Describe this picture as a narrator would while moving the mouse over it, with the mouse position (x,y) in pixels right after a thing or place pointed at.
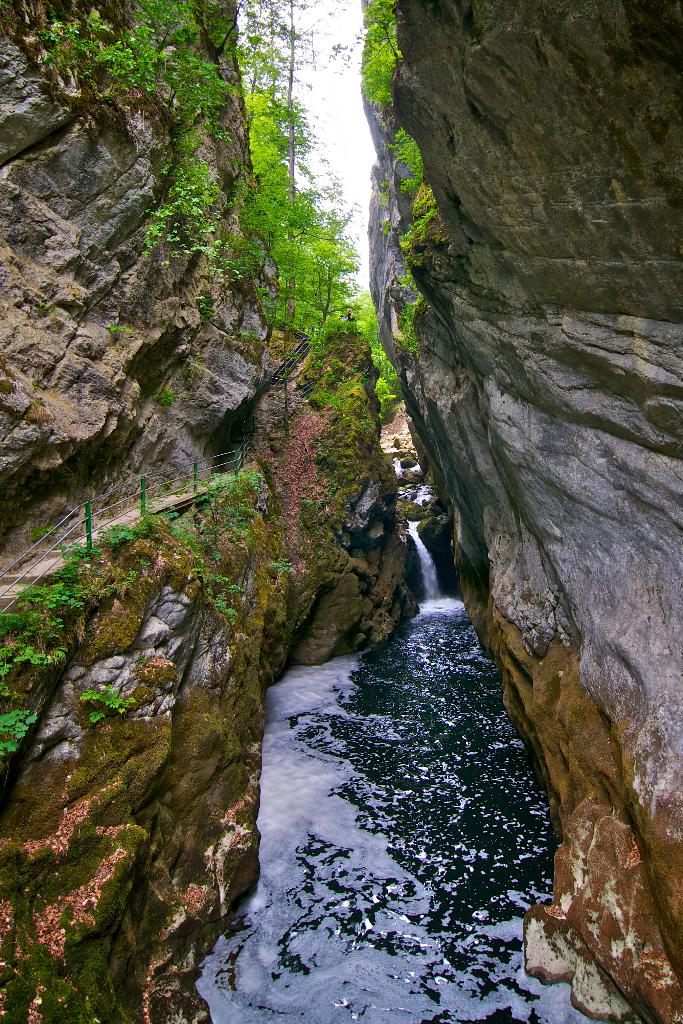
In the foreground of this image (409,853), there is a river (427,626) flowing in between two cliffs (534,510) and we can also see railing (143,506) and path (132,513) on a cliff (230,458). In the background (304,225), there are trees (332,225) and the sky (342,131).
